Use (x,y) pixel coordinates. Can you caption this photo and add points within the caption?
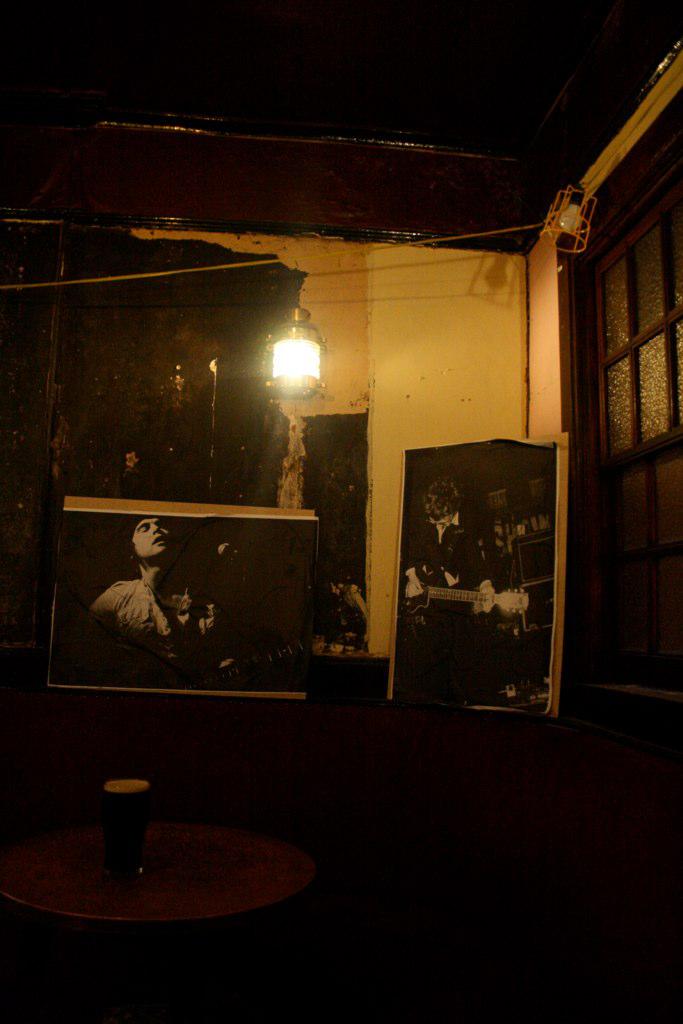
In this image I can see few frames (275,537) and wall (389,435). I can see a lights (280,369) and windows (669,295). I can see a glass (131,801) on the table (183,868). The image is dark.
